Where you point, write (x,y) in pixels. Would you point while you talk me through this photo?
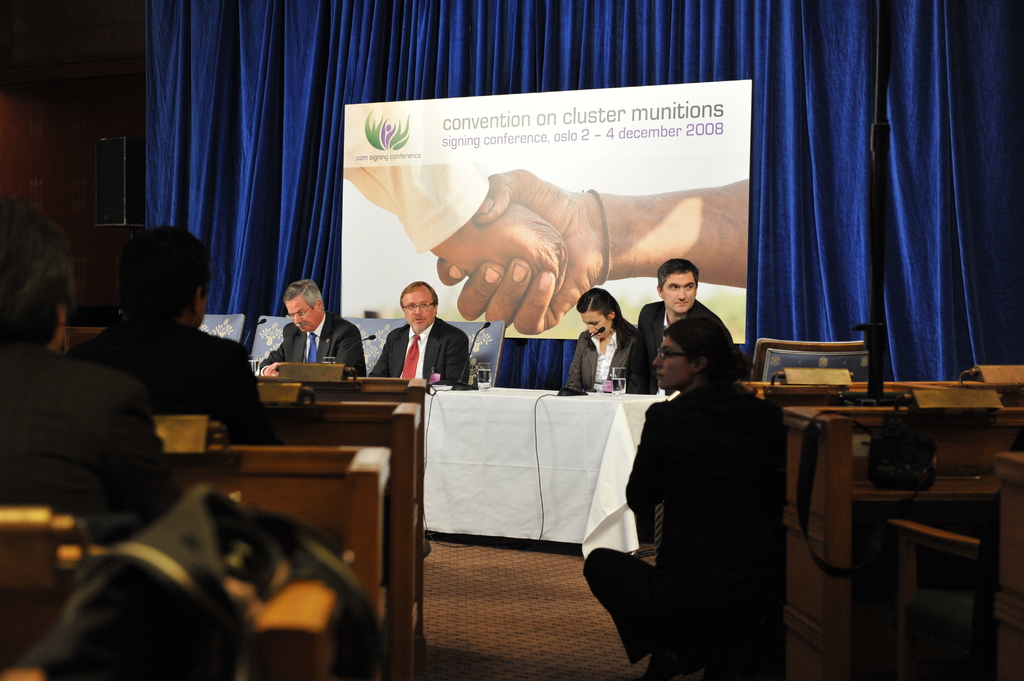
In this picture we can see person (595,312) sitting on chair (381,323) and in front of them there is table (459,403) and on table (449,417) we have glass (488,370), mic stands (459,388) and here some crowd of people (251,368) are watching them and in background (251,157) we can see screen (524,225) with some conference title (381,151) and curtain (464,47) in blue color and here we have speaker (136,186).
